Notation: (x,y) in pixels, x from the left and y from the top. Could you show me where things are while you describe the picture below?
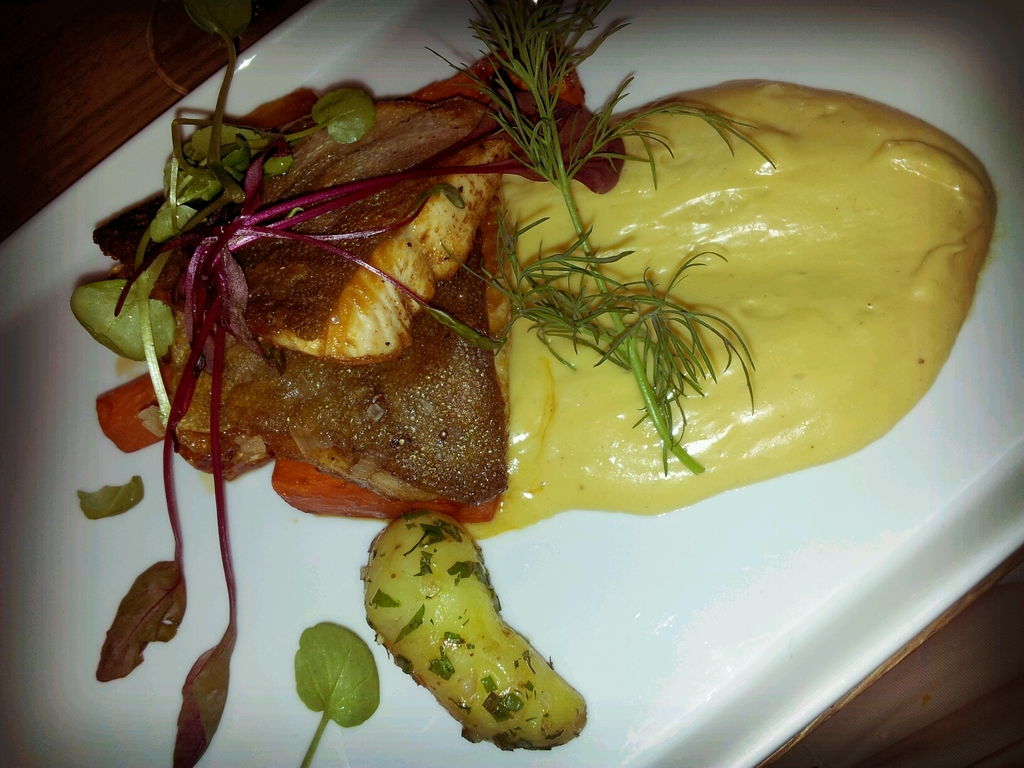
In this picture there is a plate (476,11), it is served with food (491,535). The plate (872,558) is placed on a table (1001,704).
